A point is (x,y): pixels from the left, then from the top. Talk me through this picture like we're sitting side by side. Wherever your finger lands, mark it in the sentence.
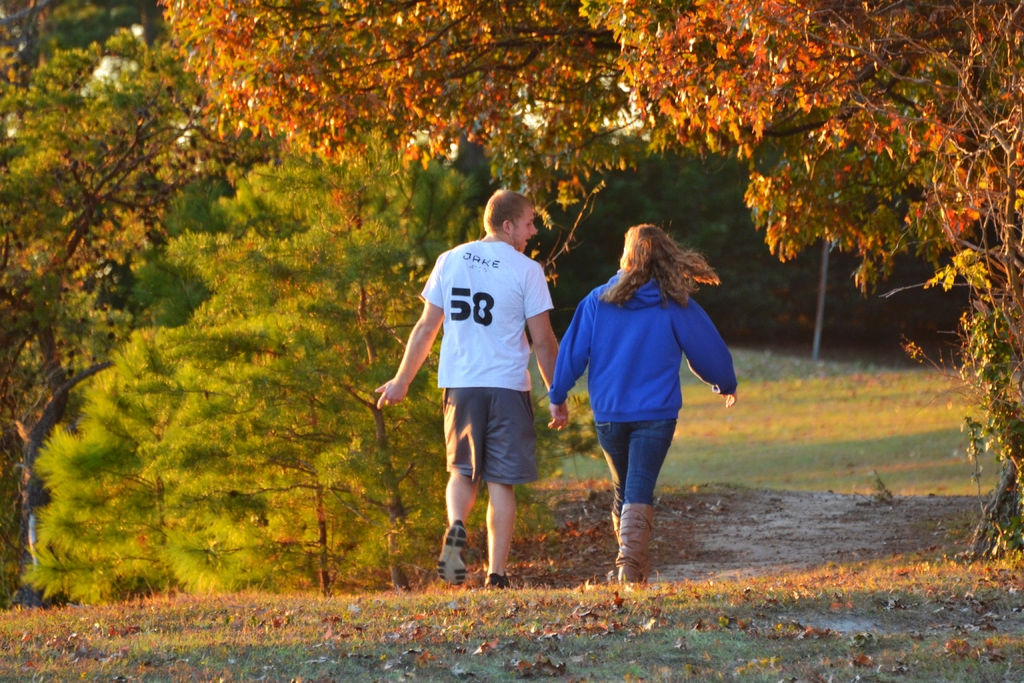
In the background (558,35) we can see the trees (859,70) and a pole (823,316) is visible. In this picture we can see a woman (645,359) and a man (402,366). They both are holding their hands (563,413) and walking on the ground (592,523).
